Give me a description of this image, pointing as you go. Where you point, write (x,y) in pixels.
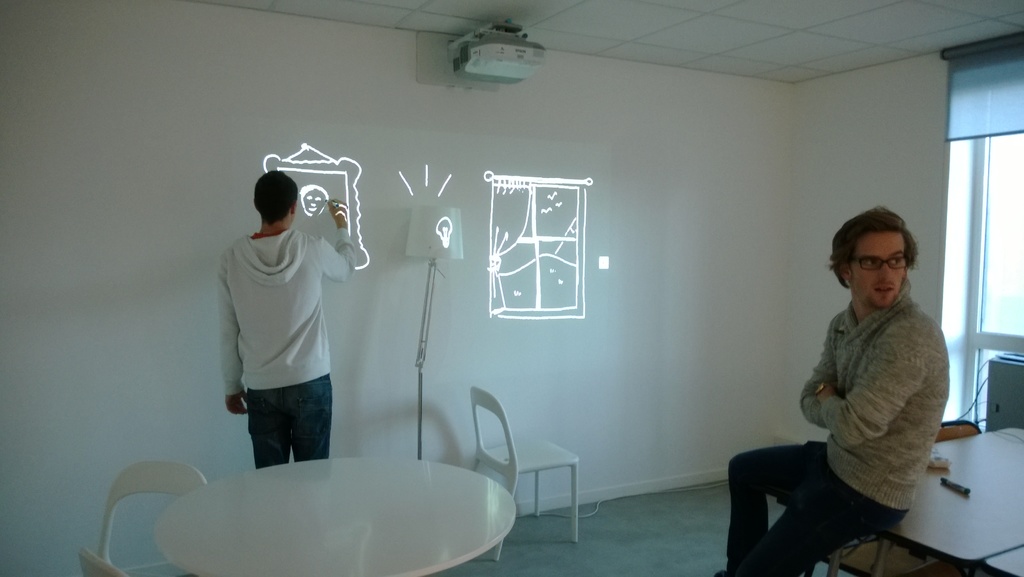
There is one man (267,199) standing and drawing a picture (325,209) on a wall (376,253) as we can see in the middle of this image (380,242). We can see tables (319,547) and chairs (122,490) at the bottom of this image (471,507). There is another person (802,408) sitting on a table (966,469) which is on the right side of this image (833,476) and there is a wall (577,90) in the background (590,97).
